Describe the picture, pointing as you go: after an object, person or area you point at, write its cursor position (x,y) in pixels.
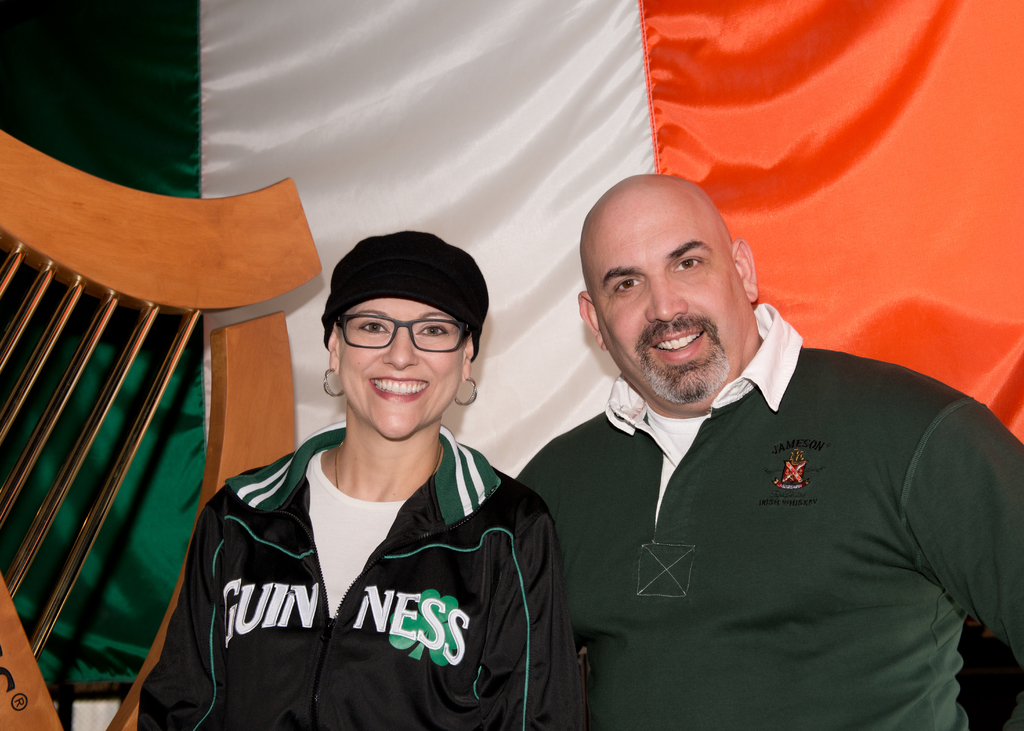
In this image we can see a man (579,469) and a woman (442,523). Behind them, we can see a curtain (298,388) which is in multicolor. On the left side (183,257), we can see a wooden object (29,155).
